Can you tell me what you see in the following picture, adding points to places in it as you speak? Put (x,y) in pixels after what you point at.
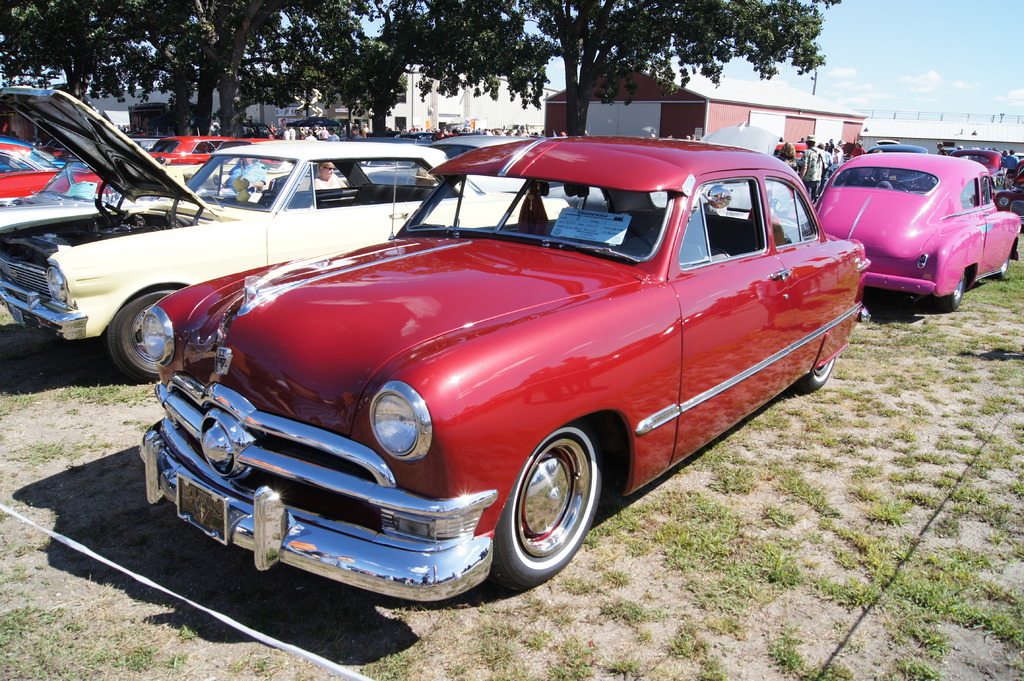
In this image I can see the ground (814,545), some grass (872,556) on the ground (826,520) and few cars (572,366) which are red, white and pink in color on the ground (805,510). In the background (269,123) I can see few persons (814,143) standing, few sheds (628,133), few trees (354,88) and the sky (850,44).
